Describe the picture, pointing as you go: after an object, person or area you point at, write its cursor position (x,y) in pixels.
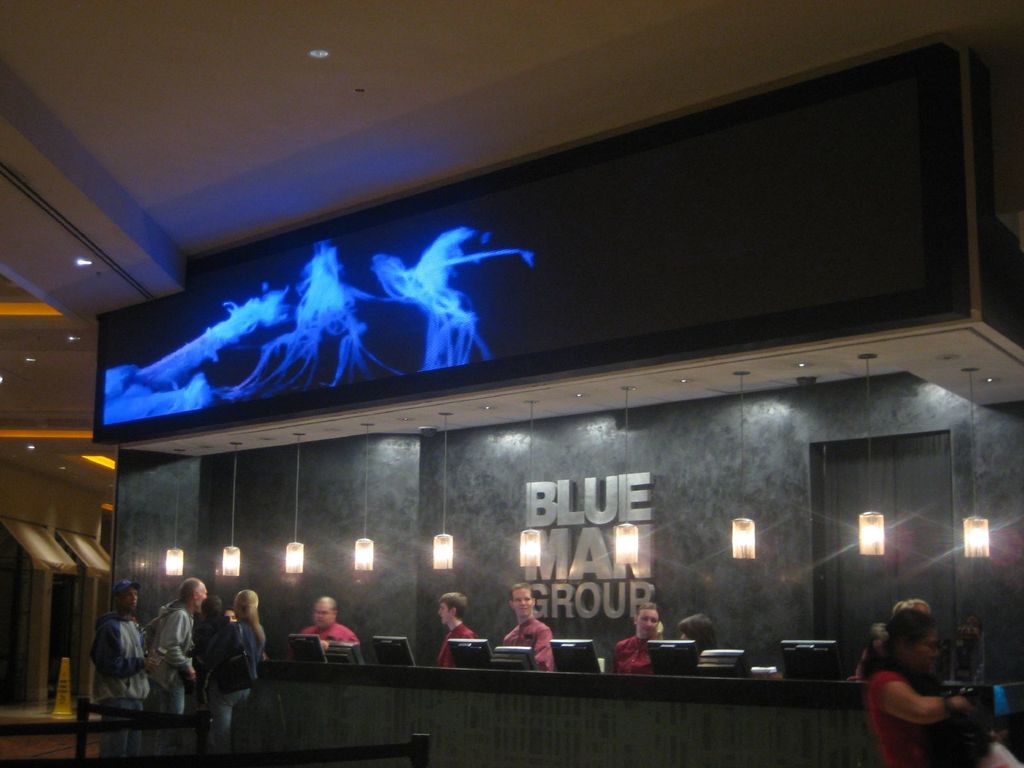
In this image, we can see people (193,582) standing and there are desktops (513,649) on the table (453,673). In the background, we can see lights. At the top (445,192), there is screen (397,242).
